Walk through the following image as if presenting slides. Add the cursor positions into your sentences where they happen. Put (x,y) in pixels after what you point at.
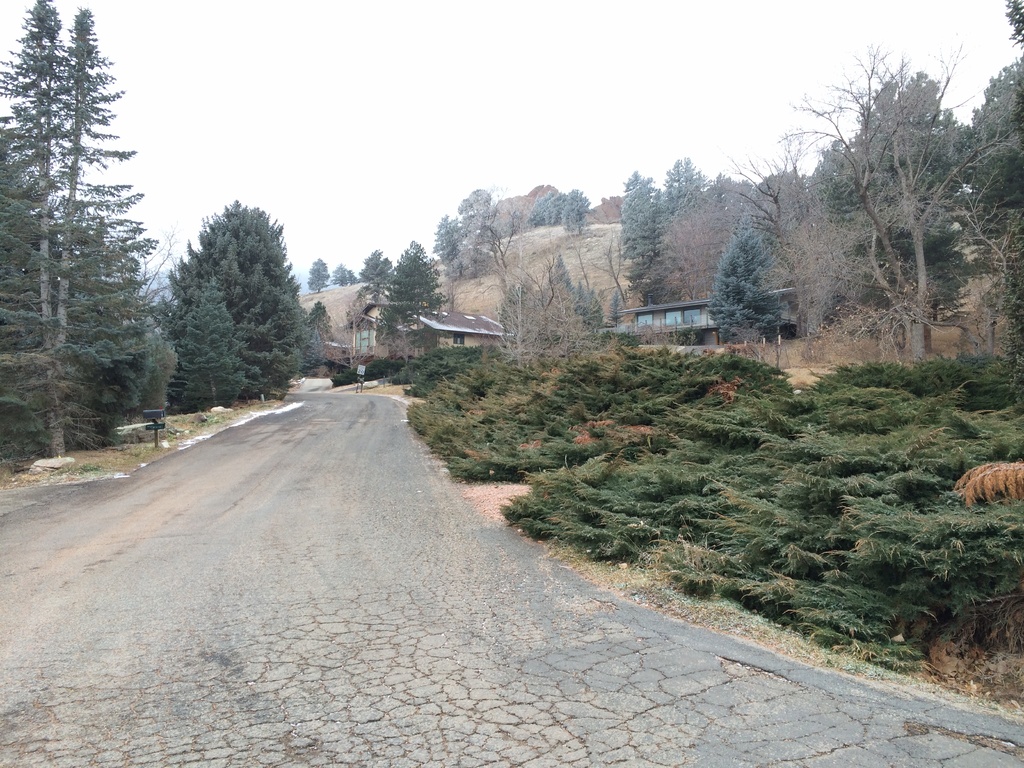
This picture is clicked outside. In the center (372,398) we can see the ground (509,529). On the right (791,425) there are some plants (563,413). In the background (271,159) we can see the sky (426,125), hills (547,251), trees (520,276), houses (675,319) and some objects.
